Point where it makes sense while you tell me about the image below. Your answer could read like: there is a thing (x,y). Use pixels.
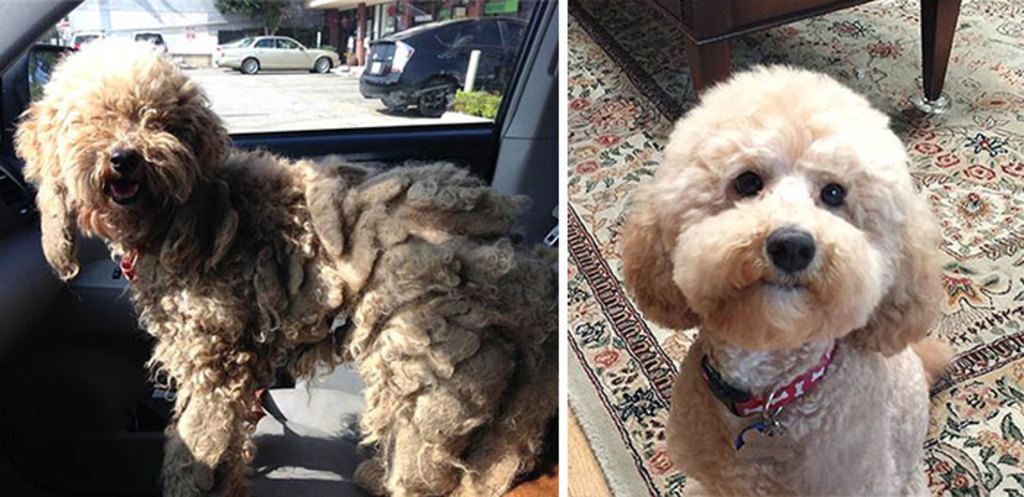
This image contains two different images on that, on the right (776,214) there is a dog (831,243). On the left (273,265) there is a car (46,57) inside the car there is a dog (258,278). In the background (320,50) there are some cars (379,57) and building (370,33).
